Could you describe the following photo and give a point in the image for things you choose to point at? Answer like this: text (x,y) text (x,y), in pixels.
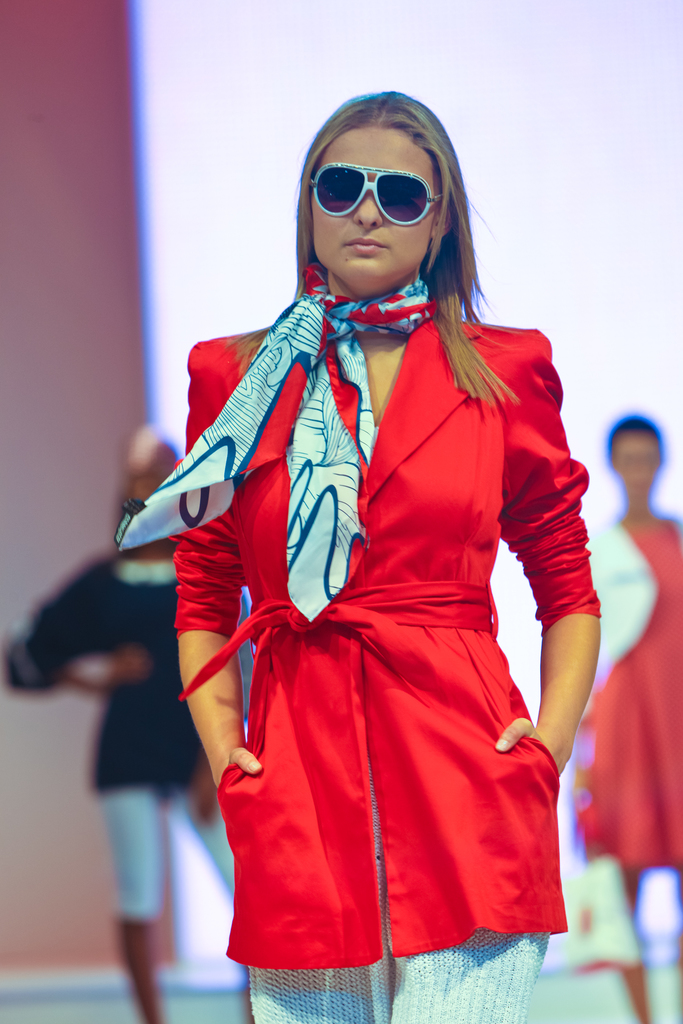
In this picture there is a woman (454,679) wearing red dress (371,663) is standing and there are two other persons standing in the background (617,549).
